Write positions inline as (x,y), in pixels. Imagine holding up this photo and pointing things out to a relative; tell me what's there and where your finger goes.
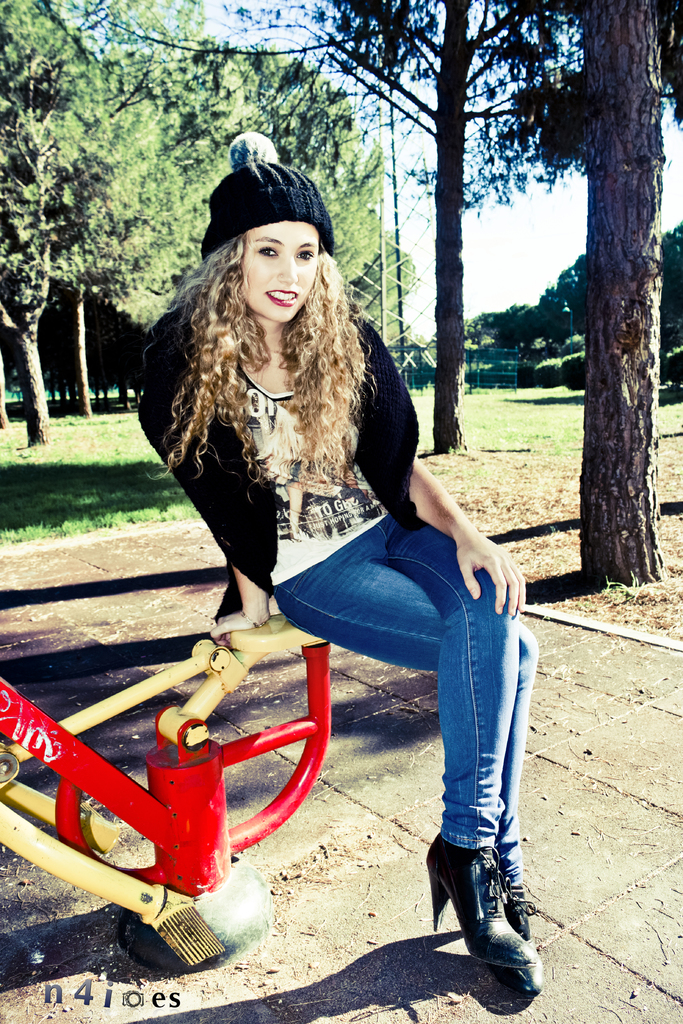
In this picture, we see the woman (313,362) in the white T-shirt (290,457) and a black cap (238,154) is sitting on the seesaw (251,744). It is in red and yellow color. She is smiling and she is posing for the photo. At the bottom (362,952), we see the pavement (401,887). On the right side (596,483), we see the trees (619,478) and the grass (552,470). There are trees (541,358), railing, power transformer (383,149) and the sky (541,222) in the background (407,248).
